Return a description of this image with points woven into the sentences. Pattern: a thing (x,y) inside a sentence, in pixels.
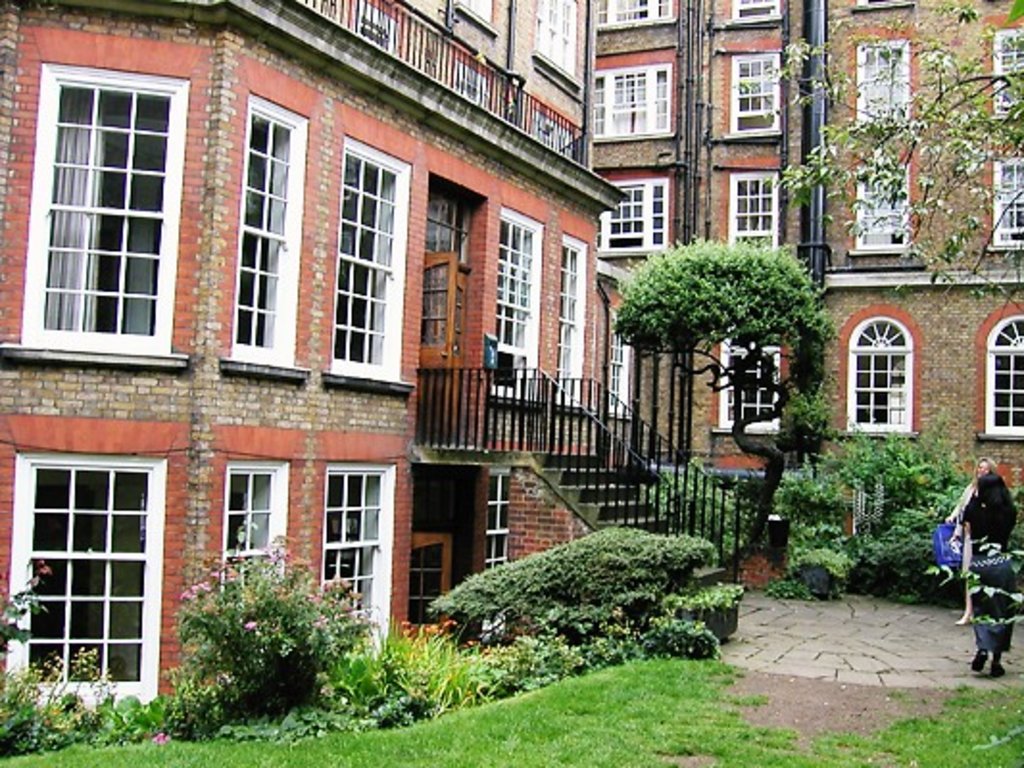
In this image we can see the buildings (645,402), there are some plants (284,594), trees (724,252), flowers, windows (390,294), persons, grass (576,693) and stairs (570,468).
